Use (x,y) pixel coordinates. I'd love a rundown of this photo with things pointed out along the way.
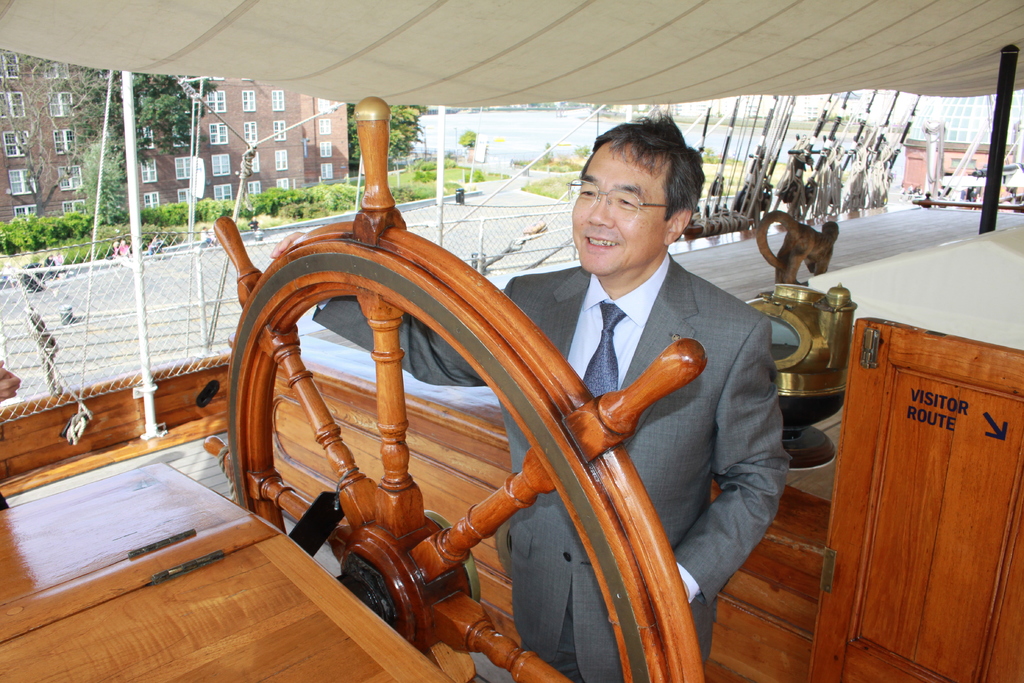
In this image I can see a person (665,430) wearing grey and white color dress (641,467) is standing and holding a wheel (372,290) which is brown in color in the boat (402,655). In the background (304,161) I can see few buildings (251,112), few trees (121,173), the water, few persons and few other objects (881,145).
